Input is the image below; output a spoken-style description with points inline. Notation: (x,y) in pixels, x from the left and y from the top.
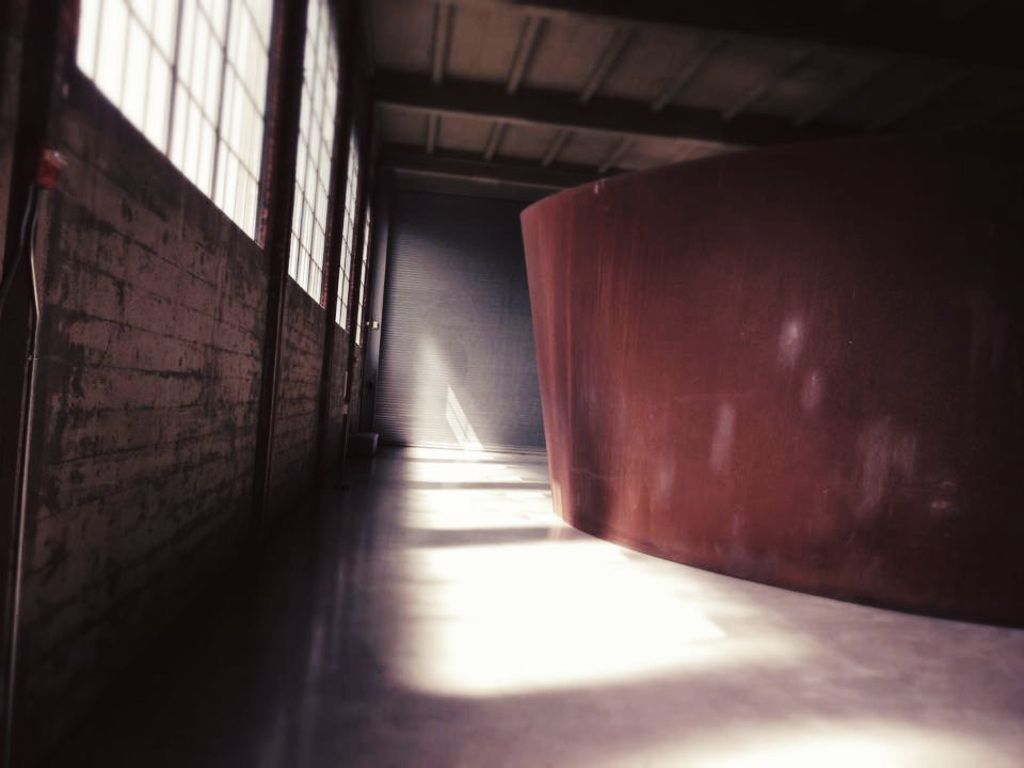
In this image I see the floor (333,514) and I see the red color thing (691,368) over here and I see the wall (172,300) and I see the windows (329,40) and I see the ceiling (504,99).
